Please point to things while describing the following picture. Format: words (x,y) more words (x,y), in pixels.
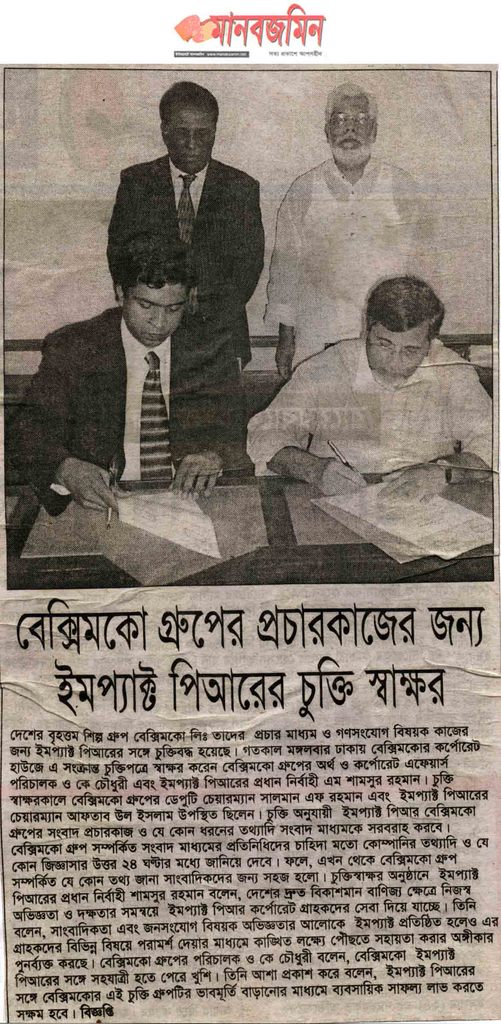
In this picture we can see a paper (194,571), on which we can see some text (220,834) and image (299,317) of few people (231,369).
